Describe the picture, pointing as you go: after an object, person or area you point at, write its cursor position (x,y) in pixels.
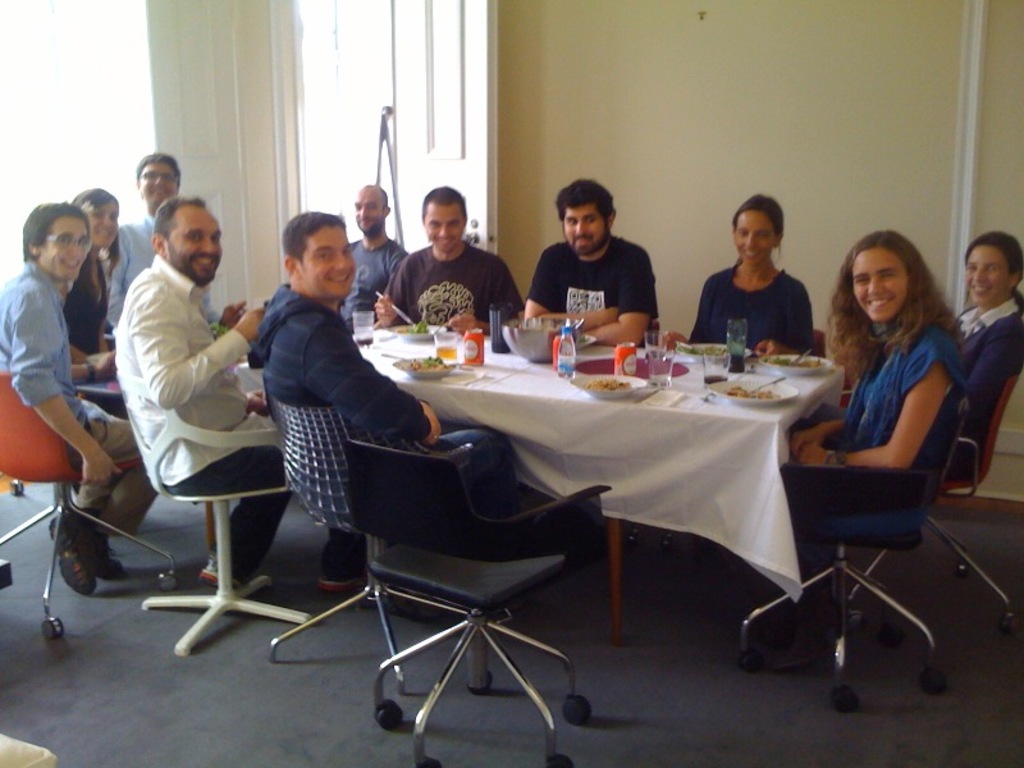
This picture shows a group of people (64,358) seated on the chairs (342,486) and we see food bowls (536,348) water bottles (568,354) and plates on the table (374,346).
